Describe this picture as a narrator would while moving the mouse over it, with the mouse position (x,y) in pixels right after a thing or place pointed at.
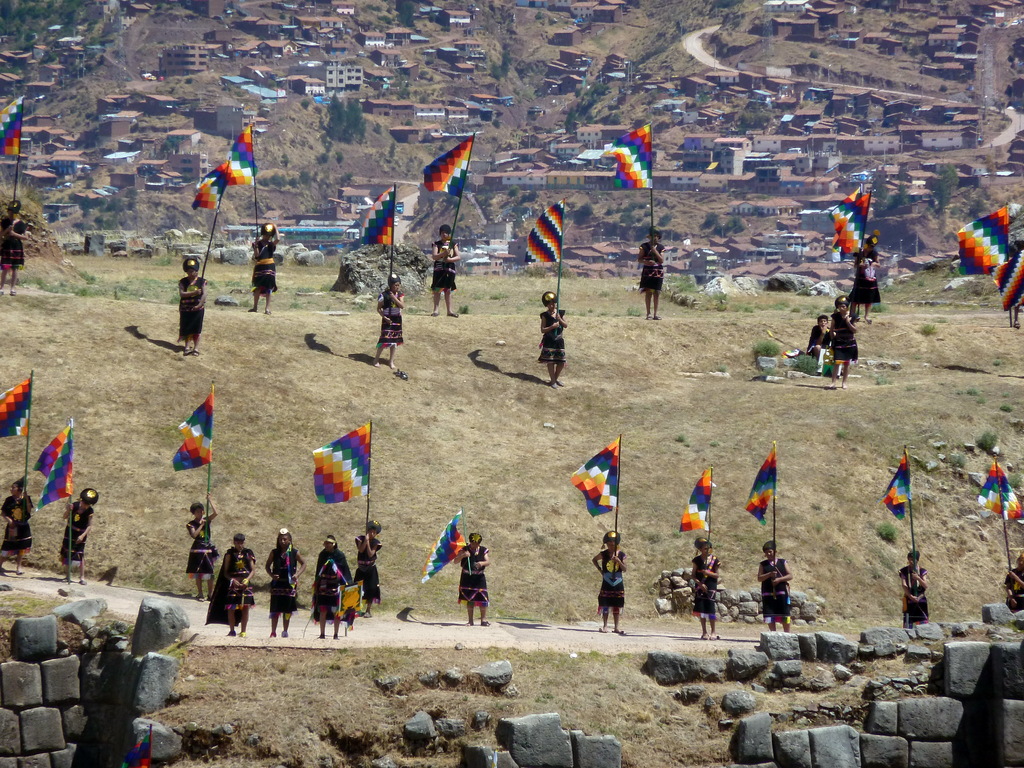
In this image, there are a few people (709,545). Among them, some people (610,552) are holding flags (541,251). We can also see the ground (748,472) with some objects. We can see some grass (350,382), plants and trees (356,119). There are a few buildings (815,155). We can also see some stones (84,697) at the bottom (881,681).
